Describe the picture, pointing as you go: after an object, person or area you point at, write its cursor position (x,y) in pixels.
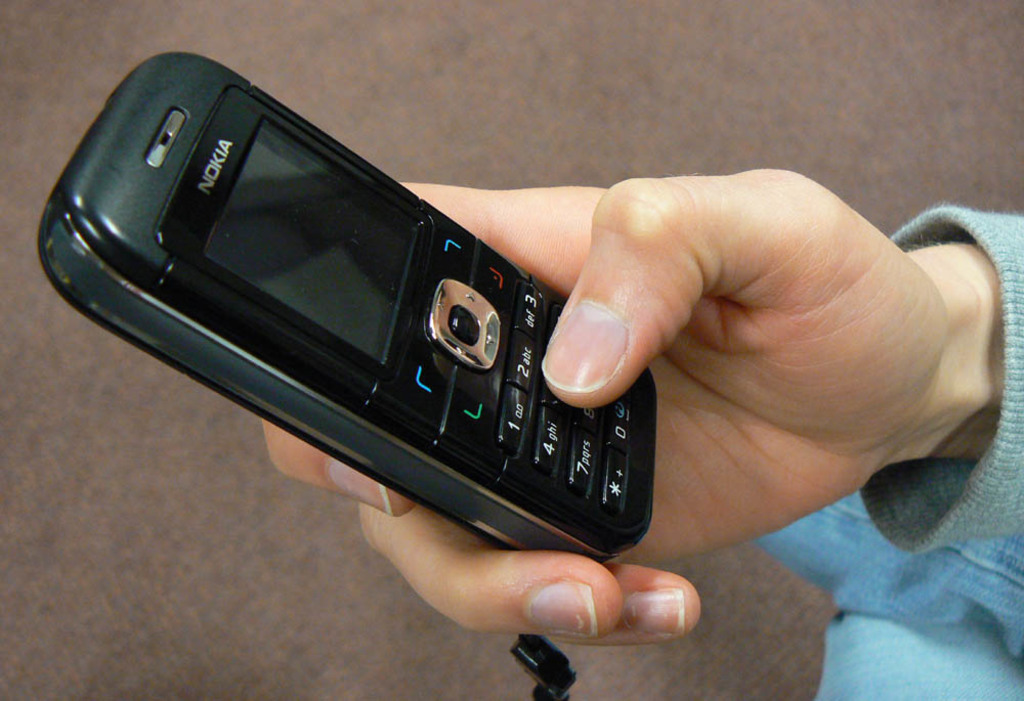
This image consists of a hand (556,599) of a person (695,535). They are holding mobile phone (426,487).
